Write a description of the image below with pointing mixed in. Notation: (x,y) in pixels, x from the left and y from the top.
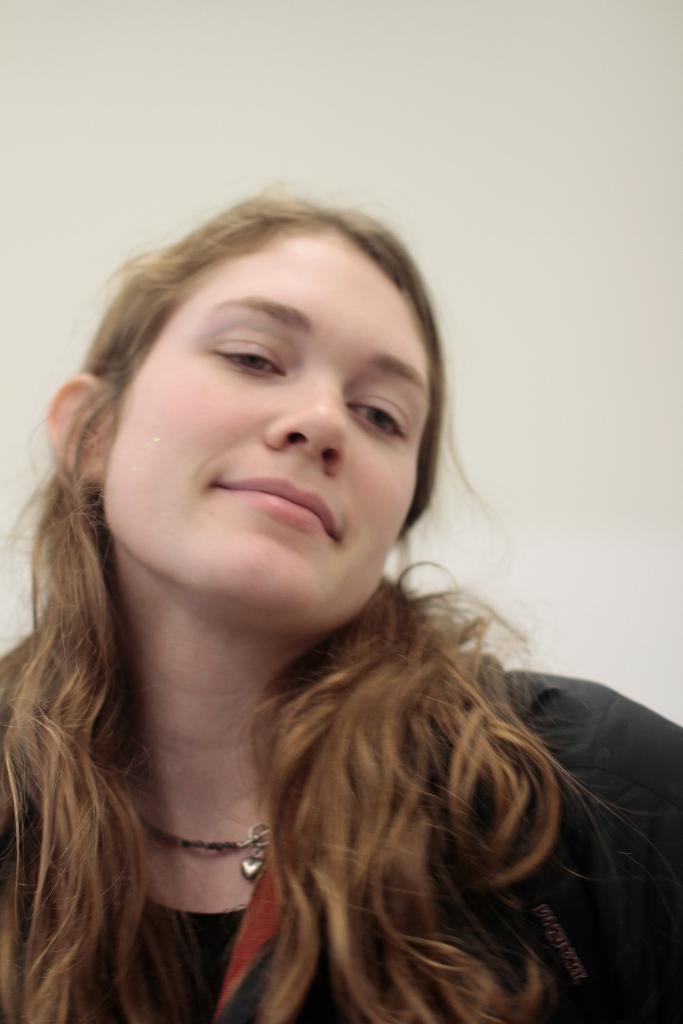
In this picture we can observe a woman (204,591) wearing a black color dress (550,699). There's a locket (191,848) in her neck (230,852). In the background (288,146) there is a wall (332,161) which is in white color. The woman (329,469) is smiling.
